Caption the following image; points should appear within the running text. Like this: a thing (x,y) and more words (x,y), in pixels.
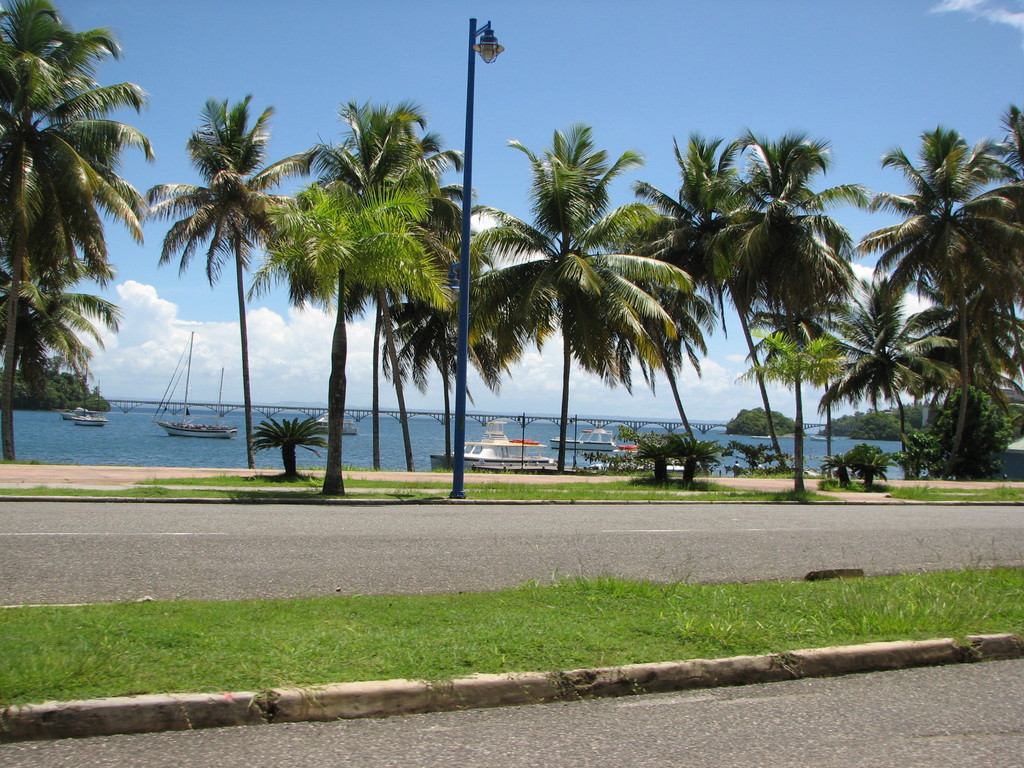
In this picture I can see many ships (472,447) and boats (586,450) on the water (385,456). Beside the road (913,550) I can see many trees (970,269), plants (962,471), grass (543,494) and street light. In the background (286,407) I can see the bridge (258,403) and ocean (275,417). On the right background I can see the mountains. In the top right (828,44) I can see the sky (915,48) and clouds (985,13).
